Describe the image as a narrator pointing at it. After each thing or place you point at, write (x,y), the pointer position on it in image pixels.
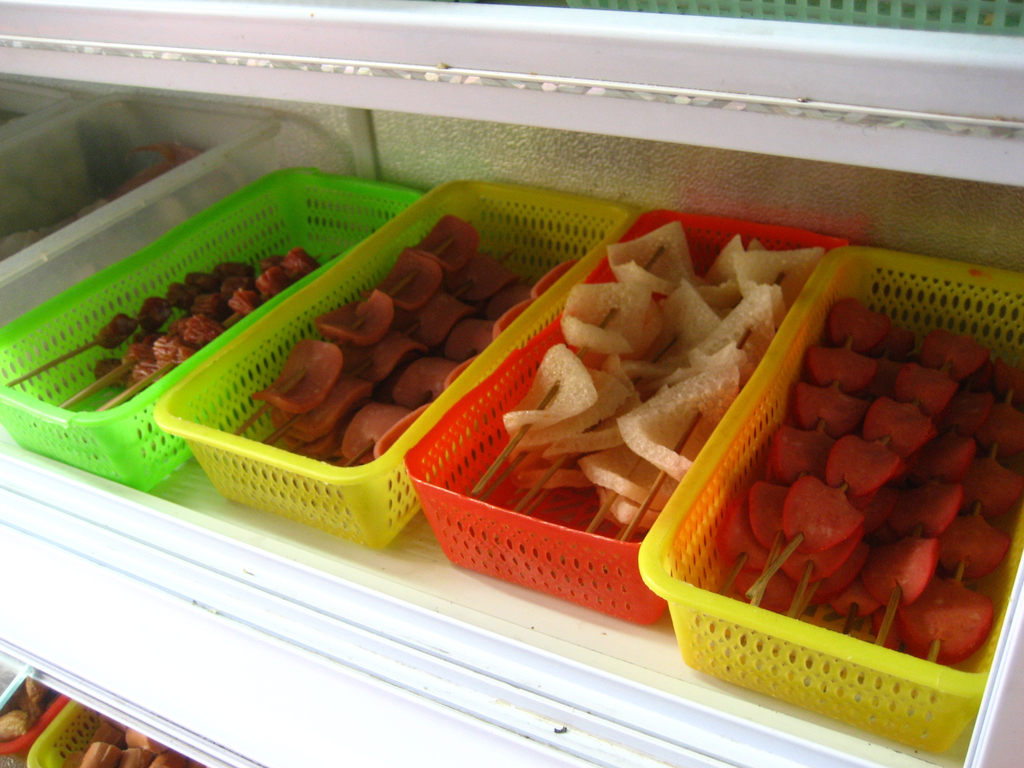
In this picture we can see shelves (383,694), there are some plastic trays (490,429) present on these shelves (20,570), we can see some food (836,446) present in these trays (188,381).
